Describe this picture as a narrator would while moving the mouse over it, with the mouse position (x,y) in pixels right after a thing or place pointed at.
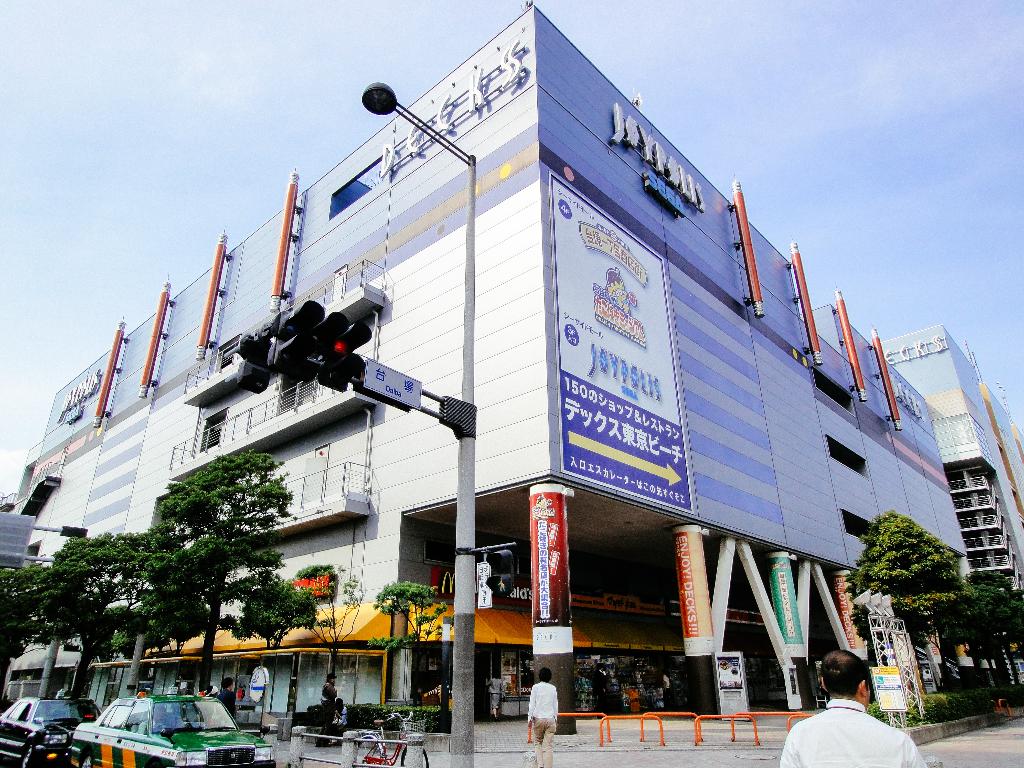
Here we can see cars (156,725), poles (445,725), traffic signals (309,341), trees (0,602), boards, hoardings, buildings (529,689), and few persons (881,754). In the background (623,7) there is sky (863,150).
